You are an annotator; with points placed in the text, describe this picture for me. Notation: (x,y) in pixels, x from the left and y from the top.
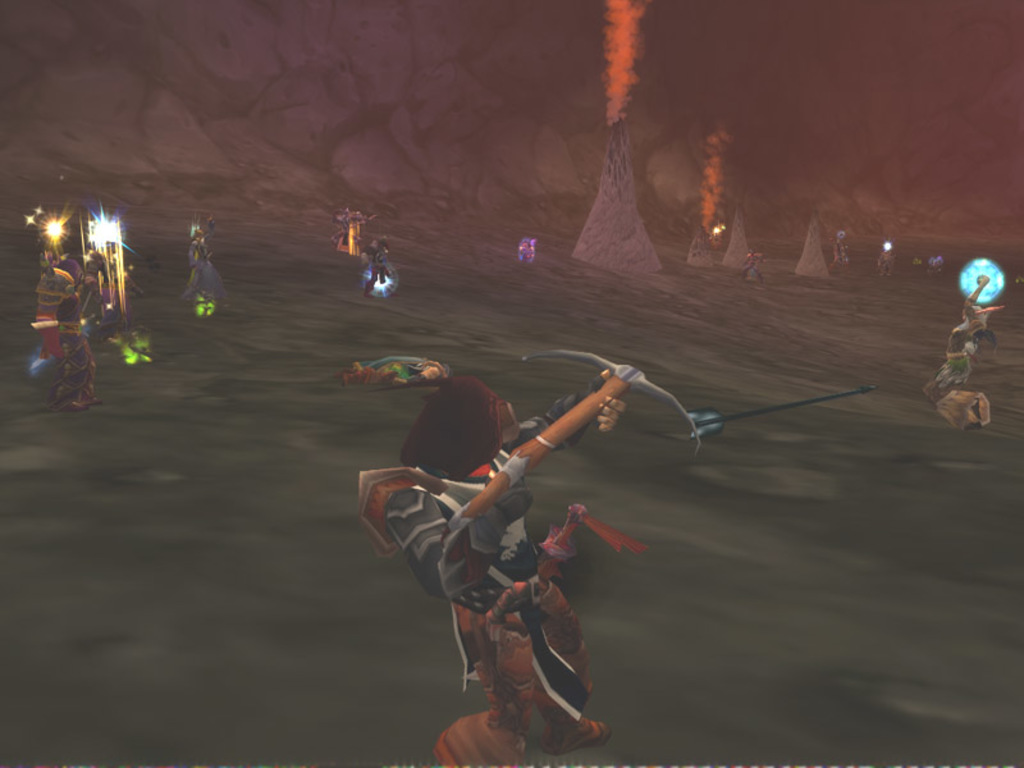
It is an animated image, in the middle (473,424) a man (499,421) is shooting the arrows (708,419) with a bow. On the left side (207,307) there are lights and few other men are also fighting, at the back side (599,235) there are volcanoes (627,232).
